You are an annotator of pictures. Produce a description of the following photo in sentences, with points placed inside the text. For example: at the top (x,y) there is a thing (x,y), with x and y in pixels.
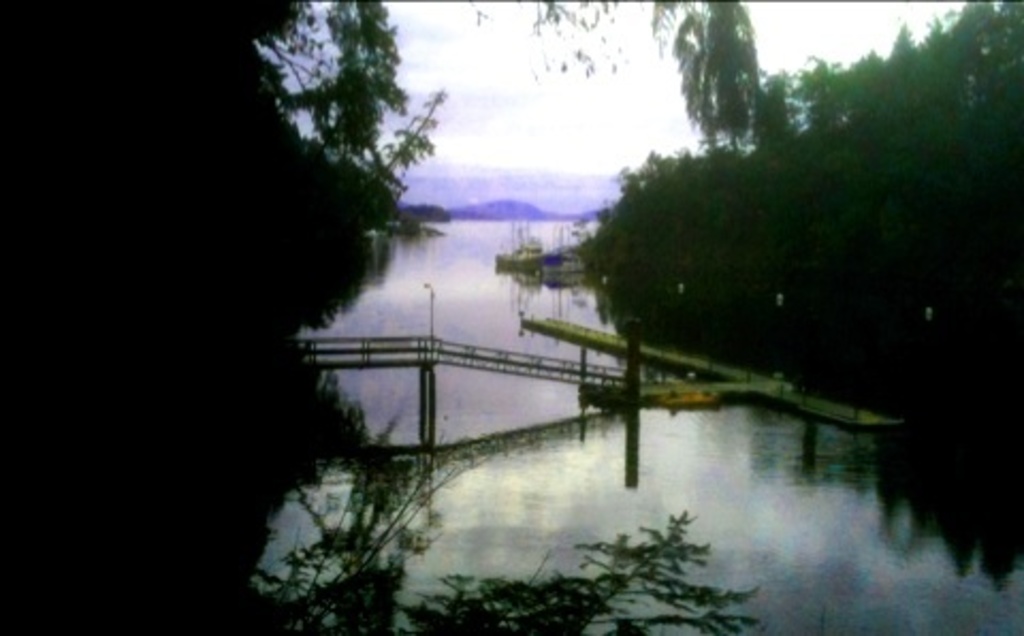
In the center of the image (473,361) there is a bridge (368,346) on the river (494,388). On the right side of the image (803,256) there are trees (828,232). On the left of the image (265,338) there are trees (172,461). In the background (418,190) there is a hill (484,211) and sky (492,152).
